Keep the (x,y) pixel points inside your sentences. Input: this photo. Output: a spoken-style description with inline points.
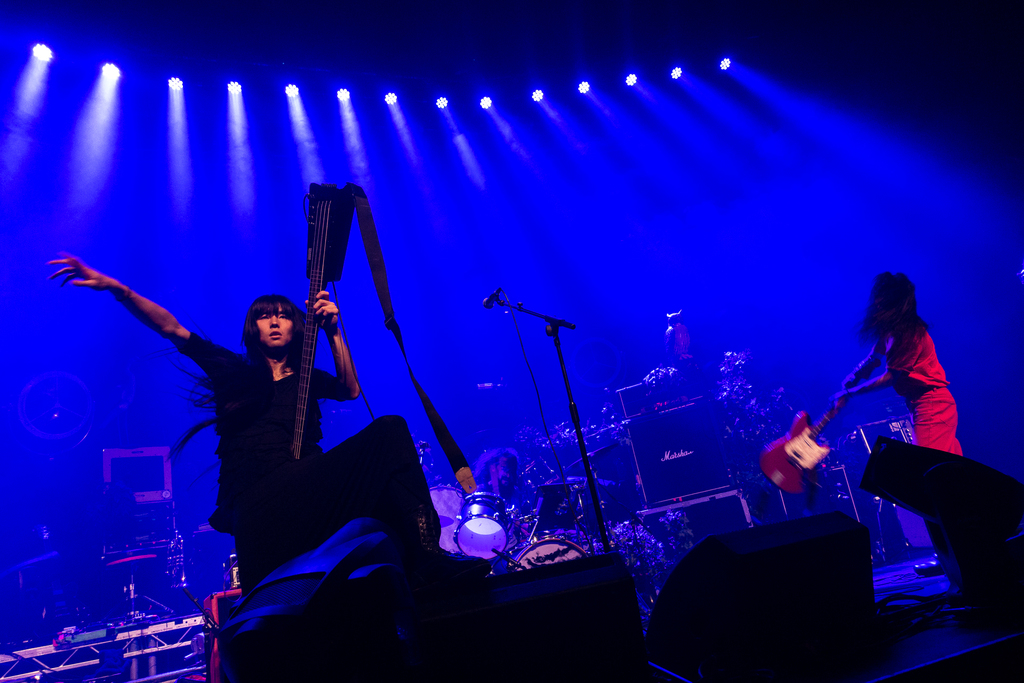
In this picture we can see two women (364,429) carrying guitar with their hands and in between them we can see person (507,469) playing drums (473,509), mic stand (576,427), lights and some musical instruments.
